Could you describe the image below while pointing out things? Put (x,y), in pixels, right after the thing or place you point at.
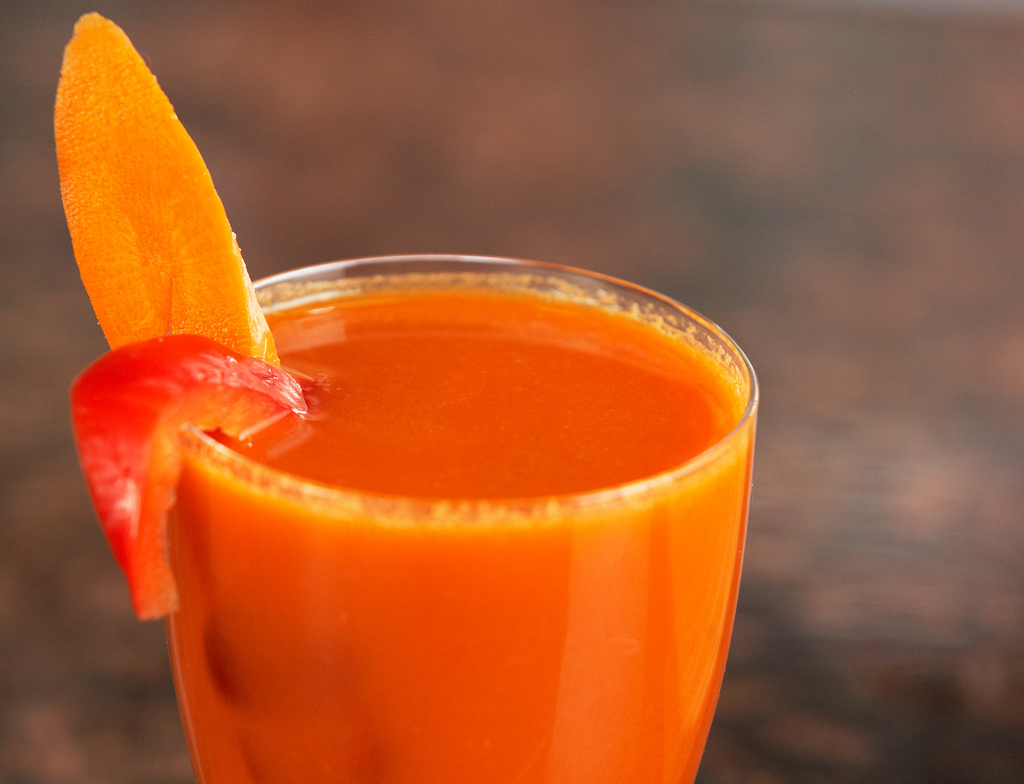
In this image we can see a glass (559,524) with some liquid (409,398) and vegetable slices (158,197). In the background of the image (989,187) there is a blur background (959,291).
